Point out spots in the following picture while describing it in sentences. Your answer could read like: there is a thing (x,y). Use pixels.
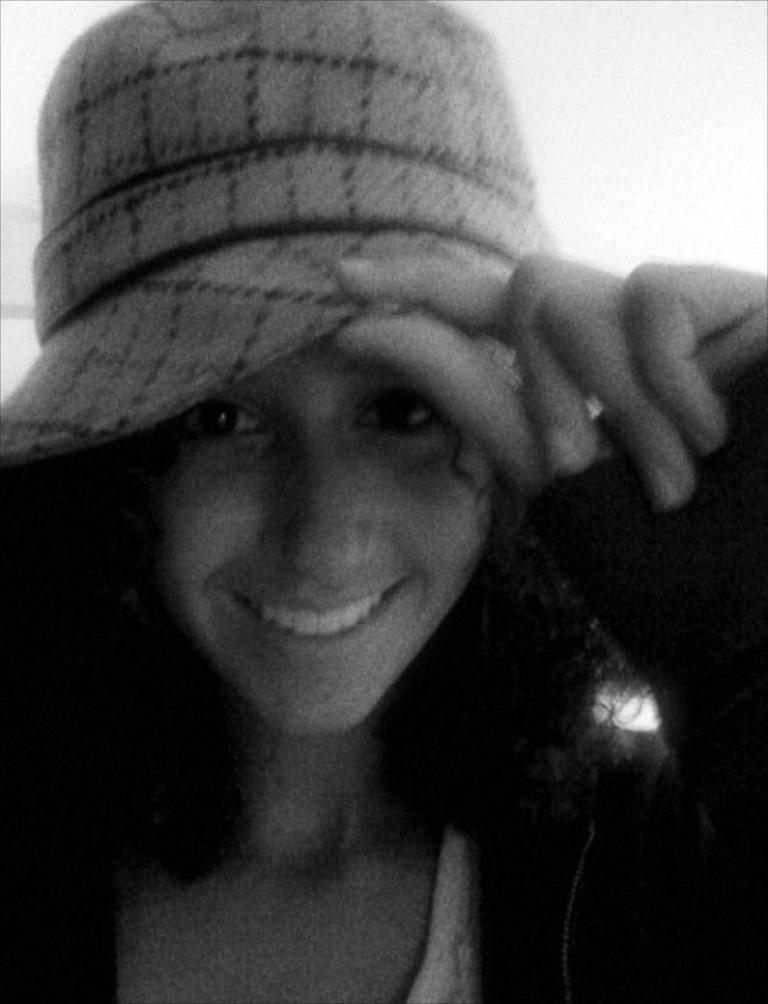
This is a black and white image. In the center of the image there is a girl (586,638) wearing a cap (216,245).
